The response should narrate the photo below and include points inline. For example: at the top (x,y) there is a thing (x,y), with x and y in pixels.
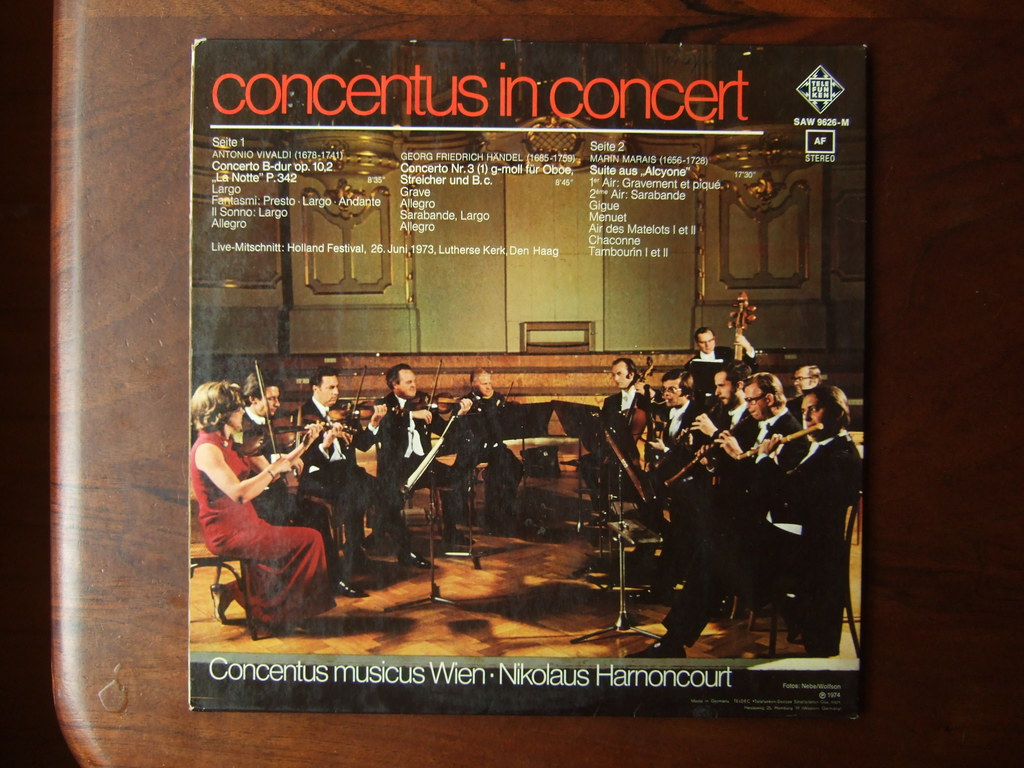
In this image I can see a brown colored surface (103,344) on which I can see a paper (450,406) in which I can see number of persons (440,425) sitting and holding musical instruments (815,424) in their hands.
